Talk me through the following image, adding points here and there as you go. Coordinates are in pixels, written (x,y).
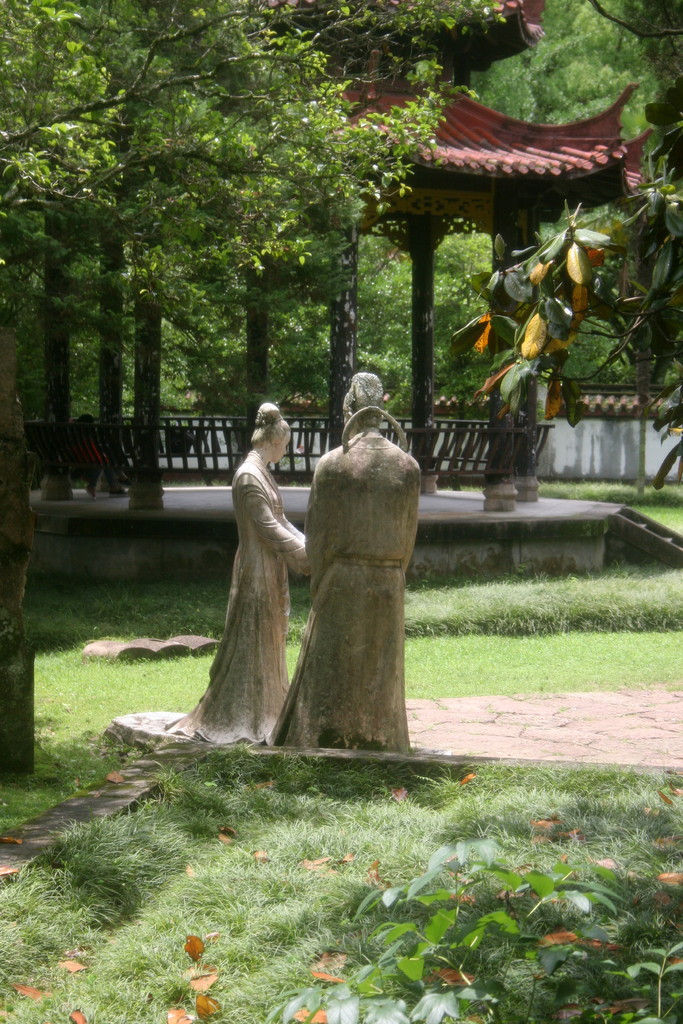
In the center of the image (368,496) there are statues (339,494). In the background of the image (367,98) there is a roof (448,35) for shelter. There are trees (410,44). At the bottom of the image (149,924) there is grass (181,921), plants (562,896).
